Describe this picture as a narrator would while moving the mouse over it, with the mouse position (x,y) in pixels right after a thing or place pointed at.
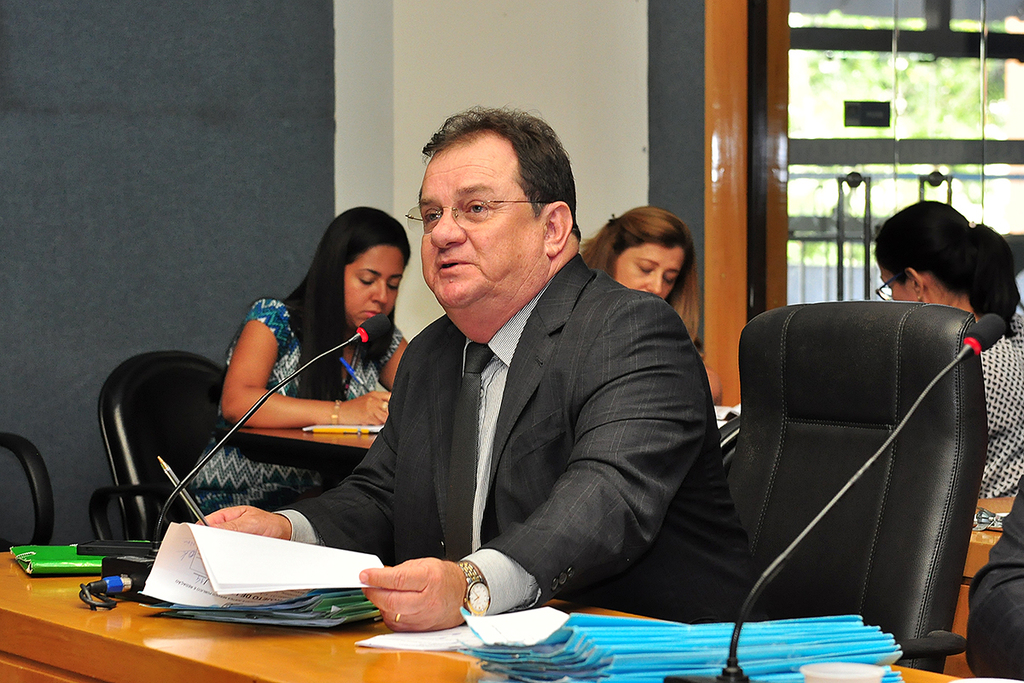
As we can see in the image there is a wall (236,192), few people (274,304) sitting on chairs (929,403) and a table (50,591). On table (416,679) there are files (538,641), mic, papers (489,620) and in the background (988,108) there are trees (972,134).
